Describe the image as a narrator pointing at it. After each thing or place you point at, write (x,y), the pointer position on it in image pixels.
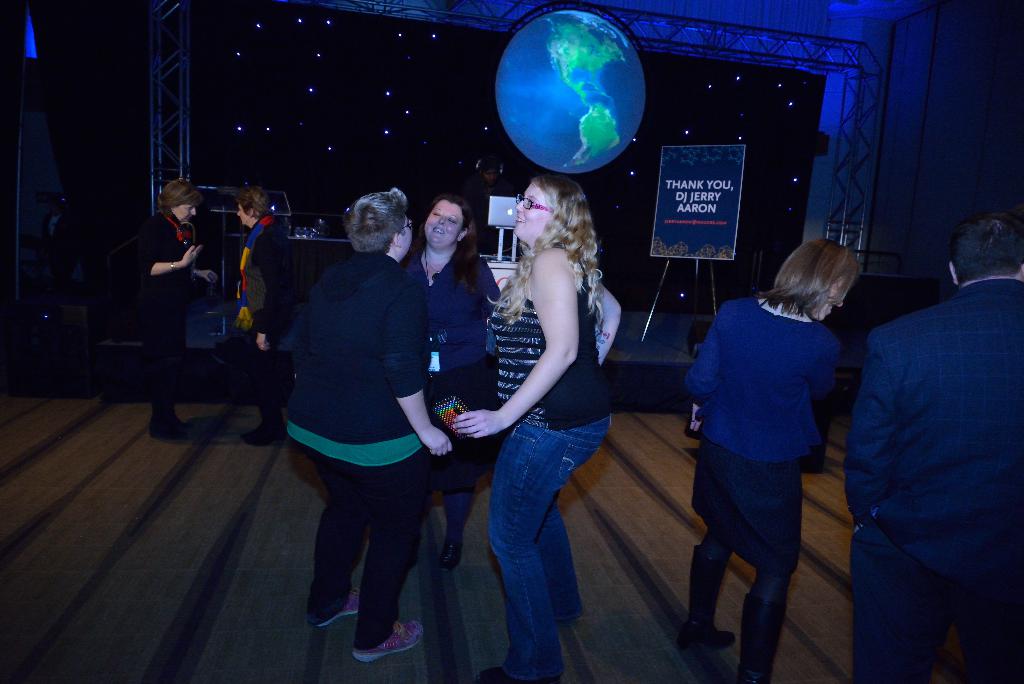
In this image I can see number of persons (395,395) are standing on the floor (295,525) which is brown and black in color. In the background (312,216) I can see the stage (288,227), few metal rods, a person (487,192) on the stage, a laptop (508,215) in front of him, a huge screen (447,175) and an earth (596,82) which is blue and green in color.
